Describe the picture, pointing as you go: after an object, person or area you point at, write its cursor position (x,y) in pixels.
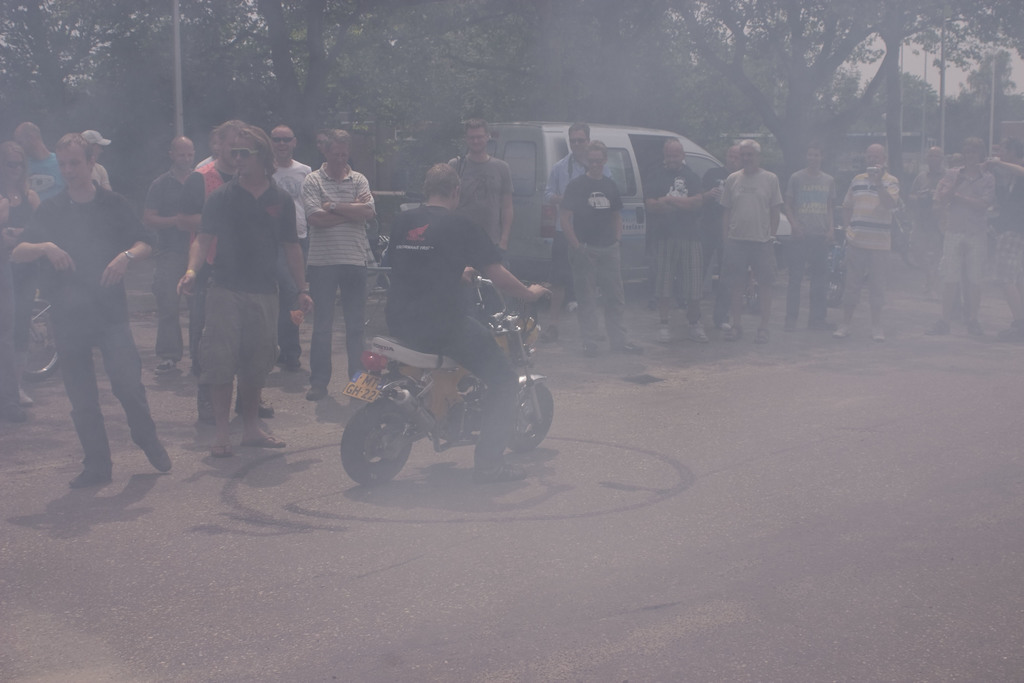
In this picture there is a man (415,344) sitting on the bike (442,393) and riding it on the road (309,444). There are some people (880,233) standing and watching. There is a smoke (773,281). And in the background (554,52) there are some trees (247,73), pole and a car (616,137) here.
